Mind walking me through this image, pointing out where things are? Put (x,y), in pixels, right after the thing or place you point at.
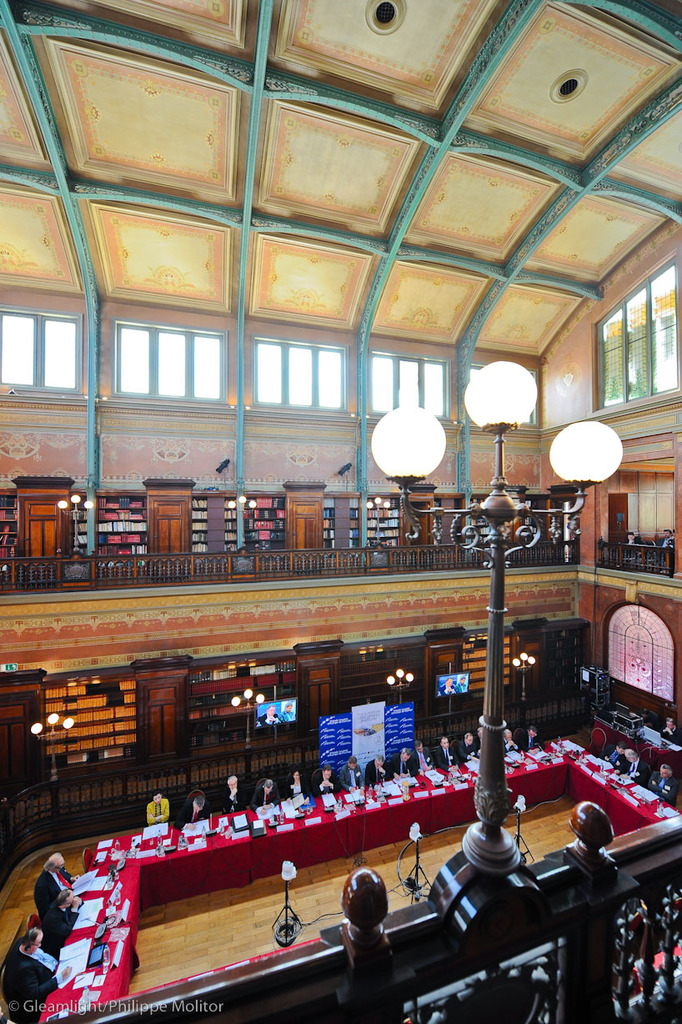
This image consists of a building (200,629). At the bottom (70,914), there are many persons (393,768) sitting around the table (470,770). The table (296,820) is covered with a red cloth (643,813). In the front (134,1014), we can see a railing (536,893) along with a pole (504,503) and lights (472,402). In the background (35,507), there are cupboards (70,483) and racks (262,541). At the top (330,153), there is a roof (468,194).
